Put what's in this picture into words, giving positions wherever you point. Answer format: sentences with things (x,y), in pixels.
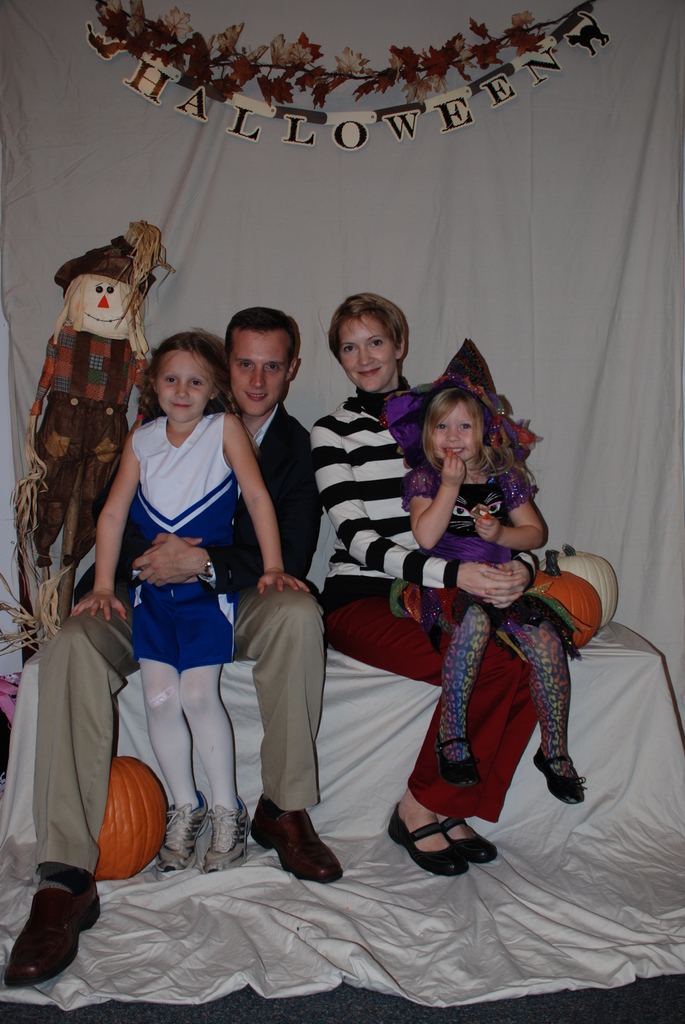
In this image, we can see a group of people (389,488) wearing clothes (379,485) and sitting on the bench (372,704) in front of the curtain (385,220). There is a doll (115,313) on the left side of the image (89,438). There is a decor (237,78) at the top of the image (246,84). There is a pumpkin (140,811) in the bottom left (125,876) and on the right side of the image (573,557).
